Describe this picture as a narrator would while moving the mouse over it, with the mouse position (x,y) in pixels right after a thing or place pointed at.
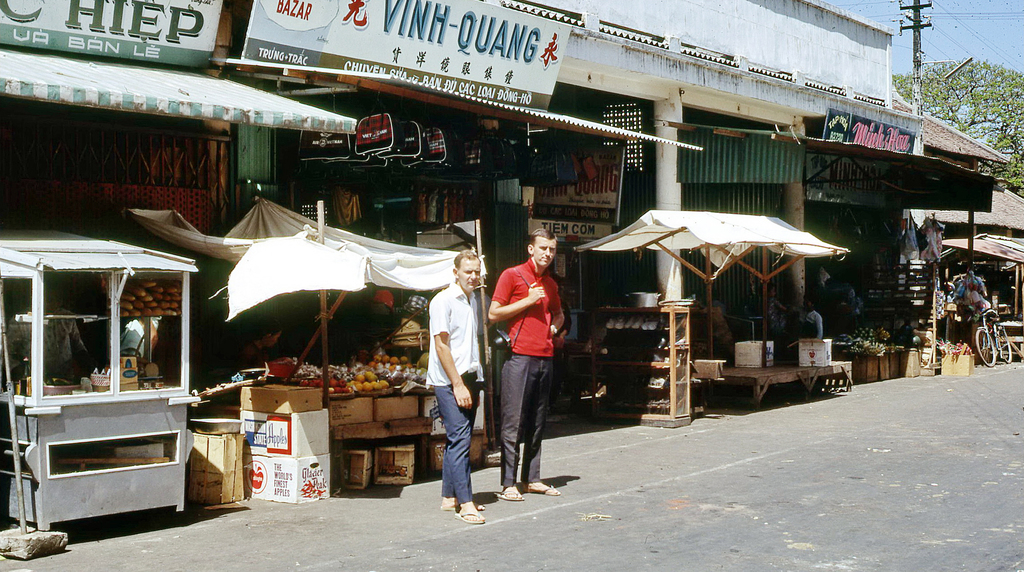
This image is taken outdoors. At the bottom of the image (757,514) there is a road (706,487). At the top right of the image (965,29) there is the sky (965,29). There is a tree (967,102) and there is a pole (913,5) with a few wires (953,13). In the middle of the image (461,371) two men (469,395) are standing on the road (518,525). In the background (334,225) there are a few stalls (301,192) with walls (235,127) and pillars (670,165). There are few tents (691,244) and there are many boards (315,45) with text (450,52) on them. There are many things (151,377) in the stalls (380,365) there are few cardboard boxes (770,360) and wooden boxes (202,481). A bicycle (995,341) is parked on the road (1001,366).
